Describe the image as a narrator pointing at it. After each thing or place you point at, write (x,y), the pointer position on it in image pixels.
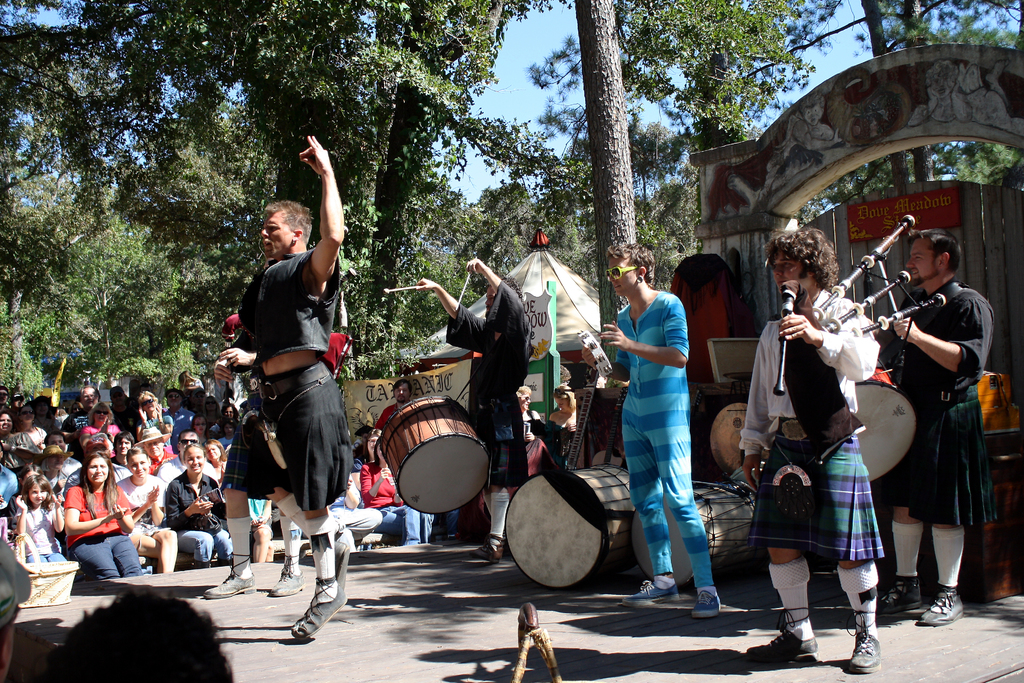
There is a group of people (68,422) watching performance of the actors (283,404). And there is a man (270,406) who wearing black colour shirt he is dancing on the floor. There is a man (486,369) who is wearing black colour jacket (486,370) playing drum (456,410). And there is man (629,392) who is wearing blue colour shirt (633,374) and wearing spectacles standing on the floor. And there is a man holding a bagpipe (797,307) wearing a white colour shirt (833,340) and beside the man (865,359) black colour jacket person (891,359) playing a musical instrument (901,403) and beside that man (920,252) there is a arch (921,128) and there is a entrance gate (987,220) and there are some trees (766,42) on the background (503,51) and on the background (519,43) sky (524,69) is visible and there is a tent (561,282) on the background (556,265).
